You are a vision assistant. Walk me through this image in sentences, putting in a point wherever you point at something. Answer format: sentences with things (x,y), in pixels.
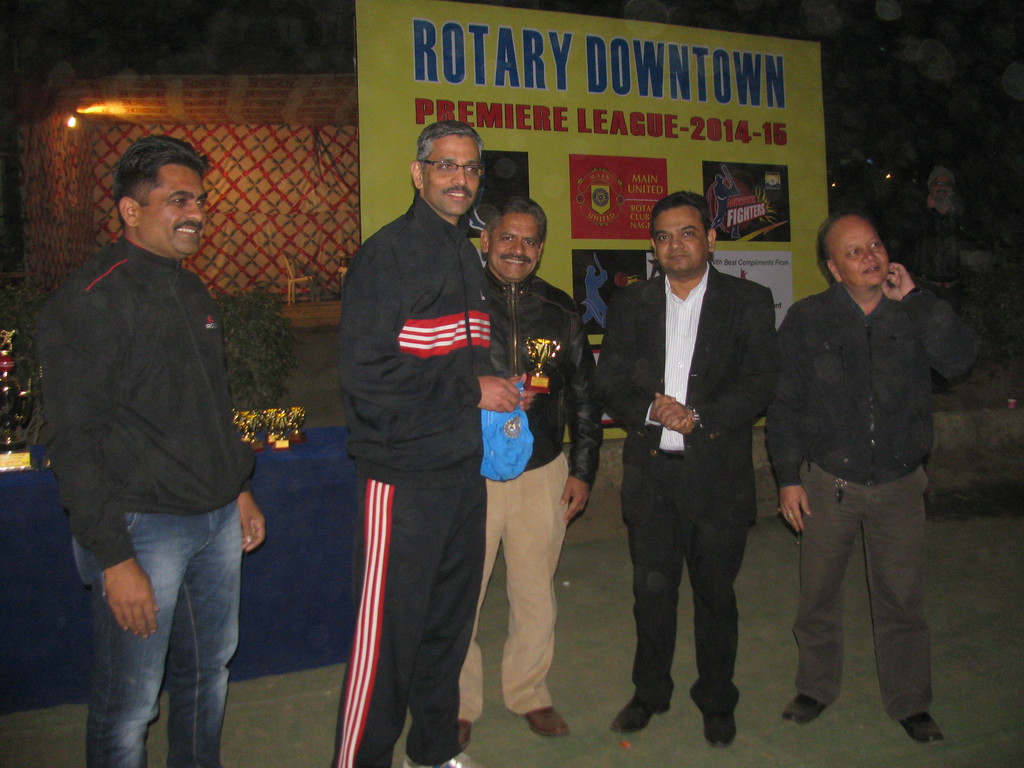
In this picture we can see five men (683,435) smiling, standing on the floor (567,670) and a man (406,580) holding a cap (492,411), trophy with his hands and at the back of them we can see trophies (284,418), plants (280,386), clothes (281,192), poster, chair (290,285), light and some objects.
